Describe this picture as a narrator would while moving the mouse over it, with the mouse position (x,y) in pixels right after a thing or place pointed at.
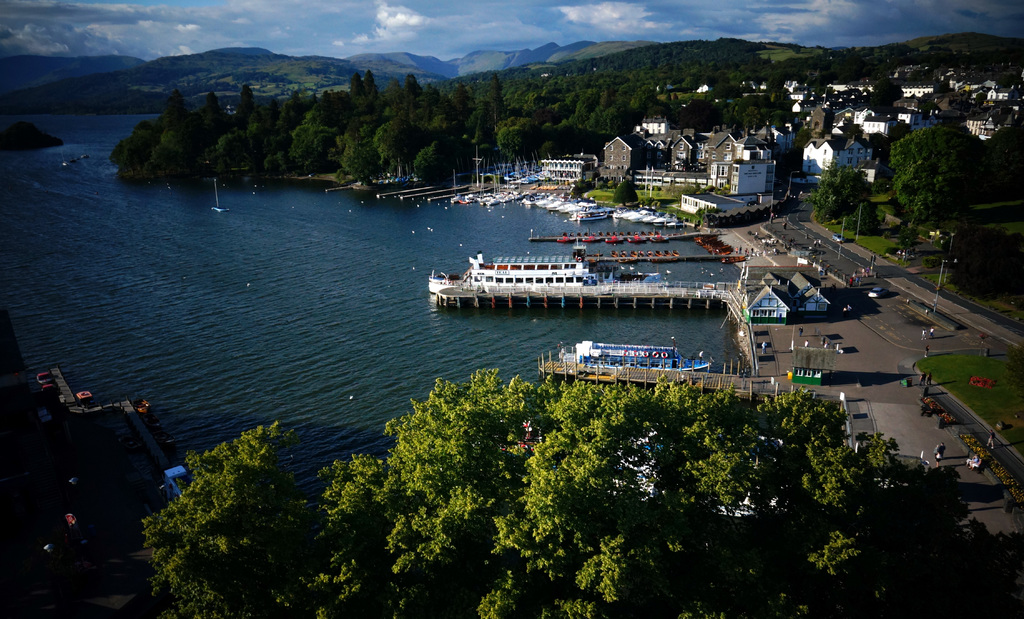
In the picture we can see an Aerial view of the city (90,477) with river (32,283) and water (51,288) in it with boats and trees (956,538), plants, houses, buildings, roads (936,345) and vehicles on it and in the background (331,31) we can see hills (97,95) and sky (189,27) with clouds (36,44).
